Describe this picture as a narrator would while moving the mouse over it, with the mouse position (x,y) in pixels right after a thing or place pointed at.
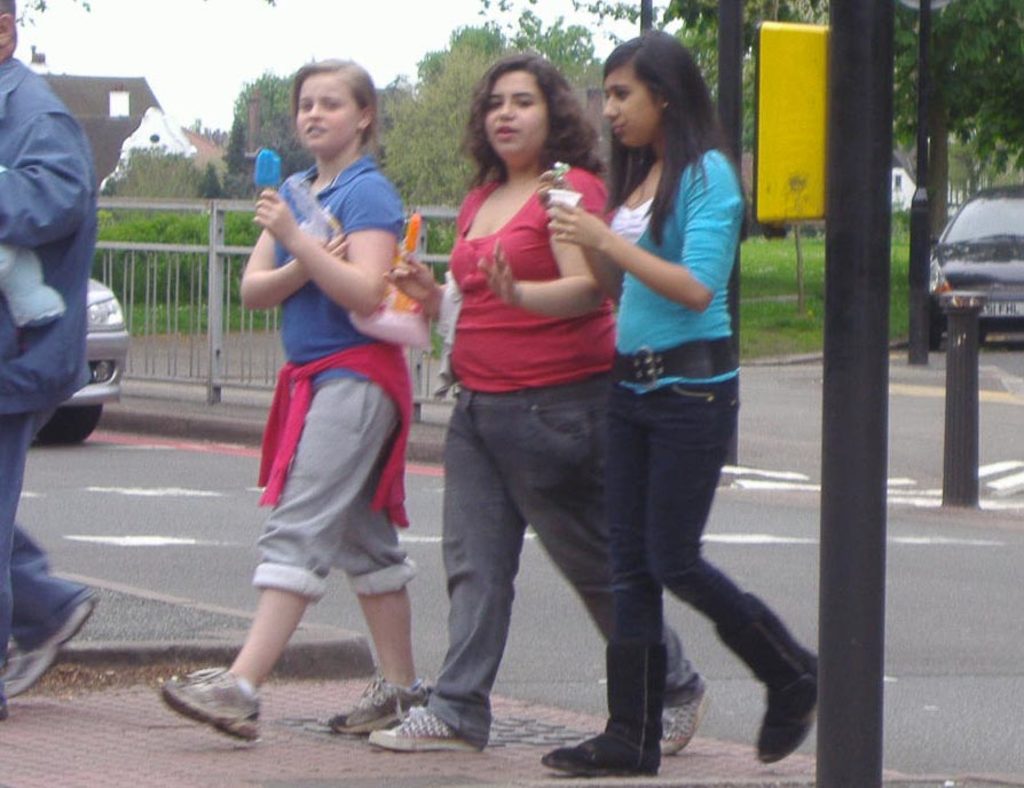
In this picture I can see there are three women (509,577) walking here and in the backdrop (99,334) there are vehicles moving and there are plants (226,284) and trees (462,126).
